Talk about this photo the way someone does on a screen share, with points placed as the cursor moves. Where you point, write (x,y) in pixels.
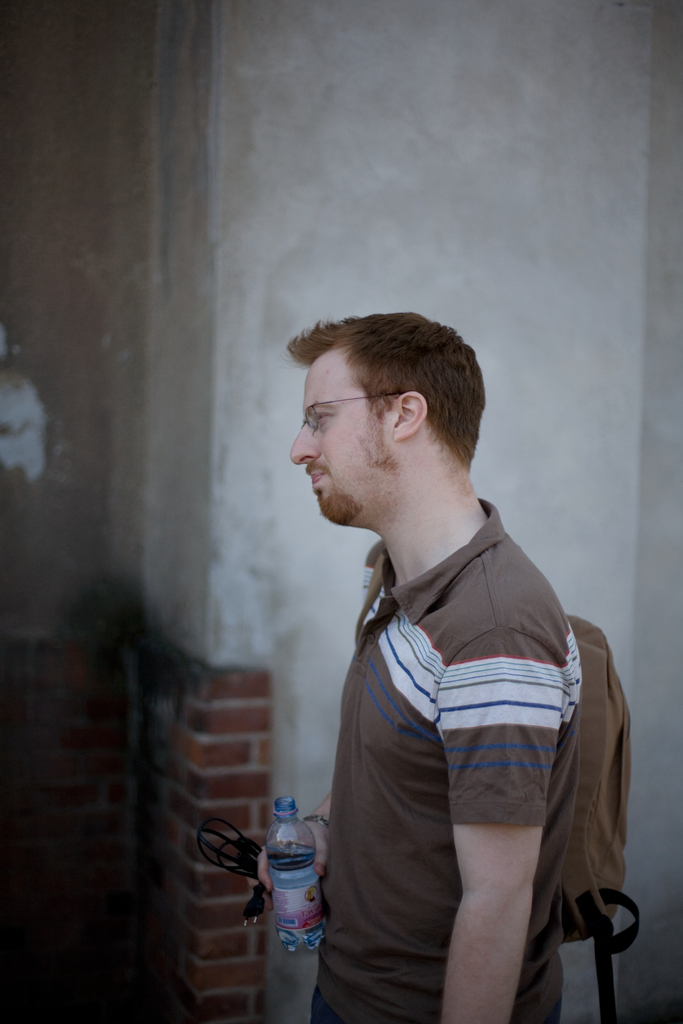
Here is a man (400,850) wearing a brown color T-shirt (402,856) and wearing a back pack bag (584,743). He is holding a water bottle (292,879) and a cable (261,883) in his hand (324,838).
